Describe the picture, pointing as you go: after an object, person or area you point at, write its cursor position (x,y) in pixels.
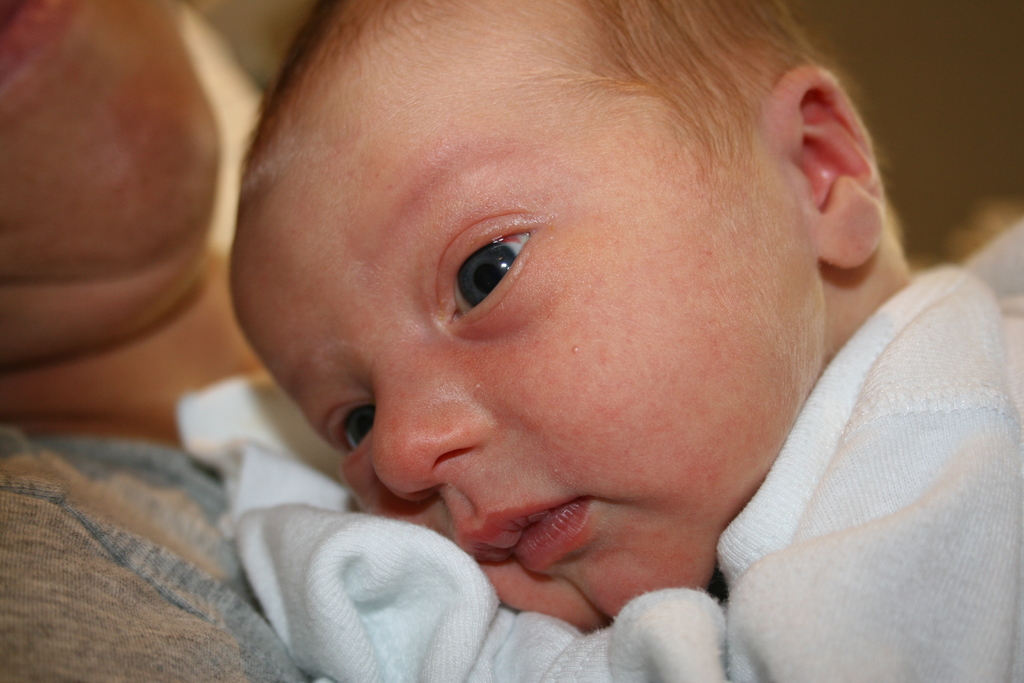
In this image we can see a baby (575,309) lying on a person (133,385). In the background (947,175) it is blur.
